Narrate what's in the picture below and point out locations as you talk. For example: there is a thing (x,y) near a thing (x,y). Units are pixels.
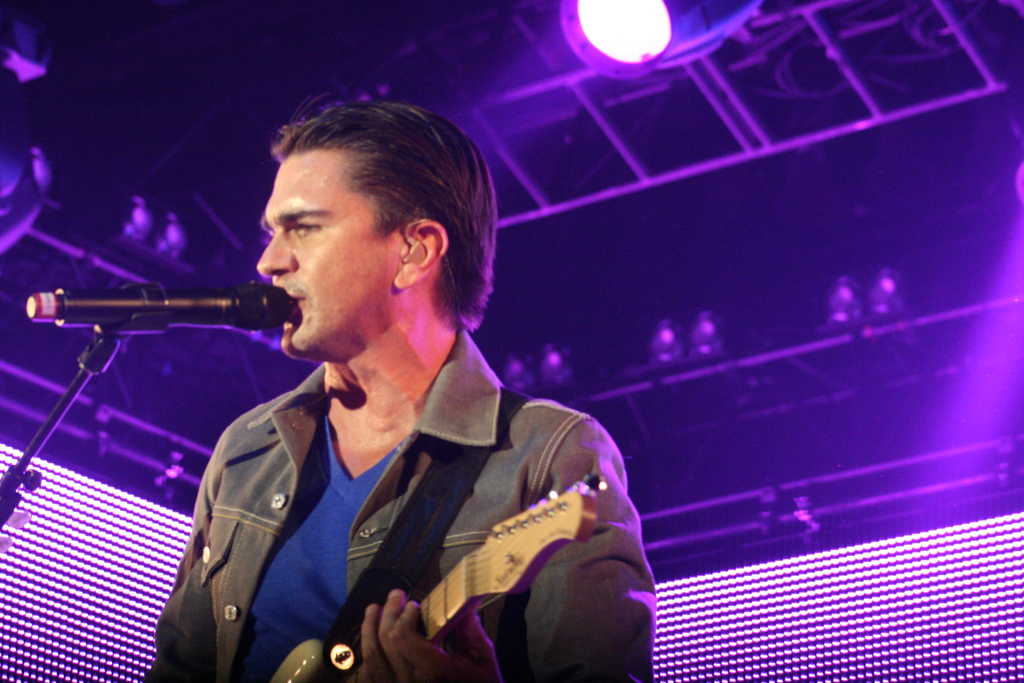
This picture describes a man (366,326) is singing with the help of microphone (62,307), and he is playing guitar (515,525), in the background (617,12) we can see a light (625,60) and metal rods (582,78).
